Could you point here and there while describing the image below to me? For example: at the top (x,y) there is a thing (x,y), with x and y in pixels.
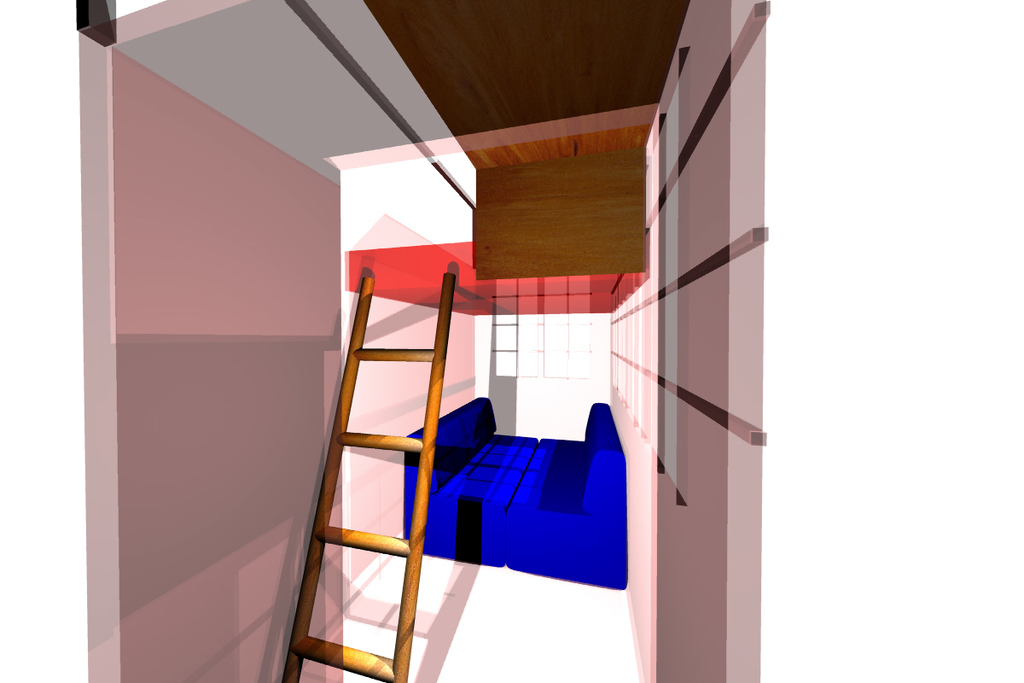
In this image I can see the digital art of interior of the house (263,352). I can see a ladder (366,276) which is brown in color, two couches (455,516) which are blue in color and the roof (486,289) which is red in color and few walls (636,366) which are pink and brown in color.
